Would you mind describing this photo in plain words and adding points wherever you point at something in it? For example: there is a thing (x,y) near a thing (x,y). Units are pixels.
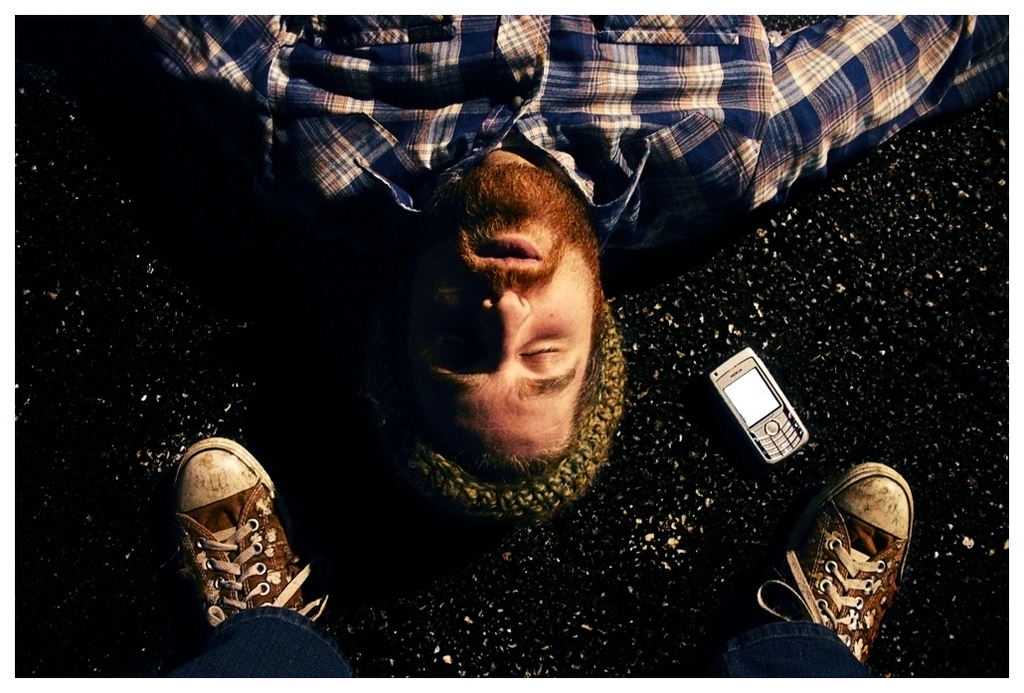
In this image, we can see a person (668,226) is lying on the road (614,529). Here there is a mobile (775,425). At the bottom of the image (839,518), we can see a person's legs (271,668) with footwear (800,580).
